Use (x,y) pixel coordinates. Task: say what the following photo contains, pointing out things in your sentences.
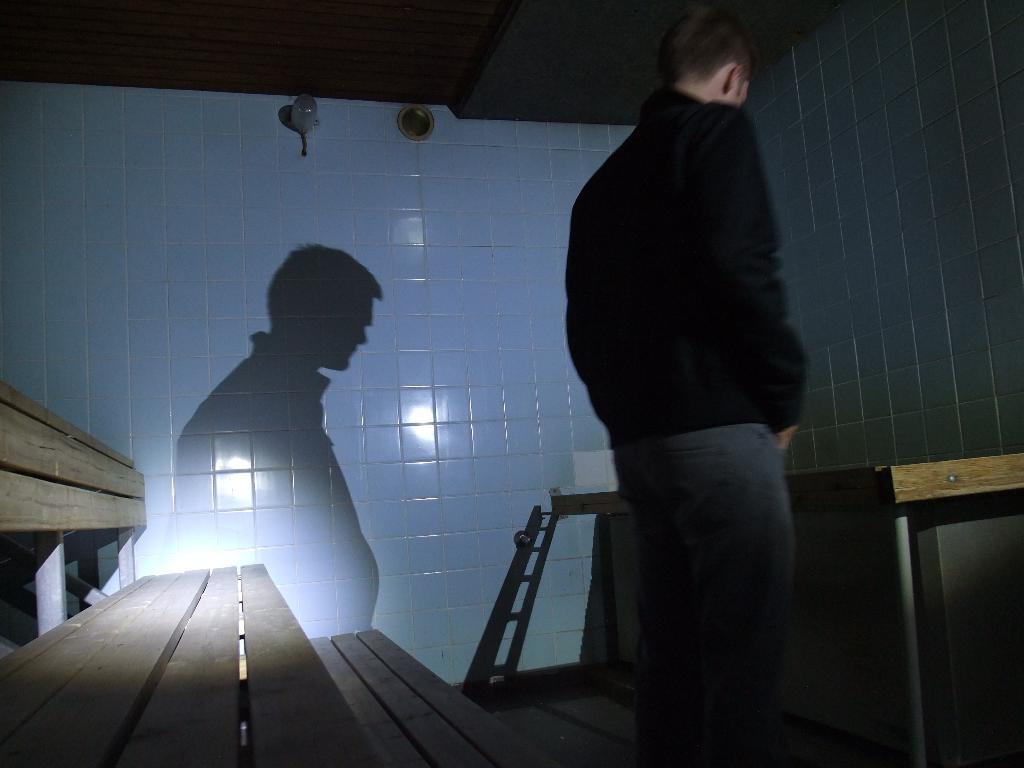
In this picture we can see man (650,499) standing and in front of him there is table (899,542) beside to him we can see shadow (329,267) of him on wall (459,449) and at back of him there is a bench (165,599).
